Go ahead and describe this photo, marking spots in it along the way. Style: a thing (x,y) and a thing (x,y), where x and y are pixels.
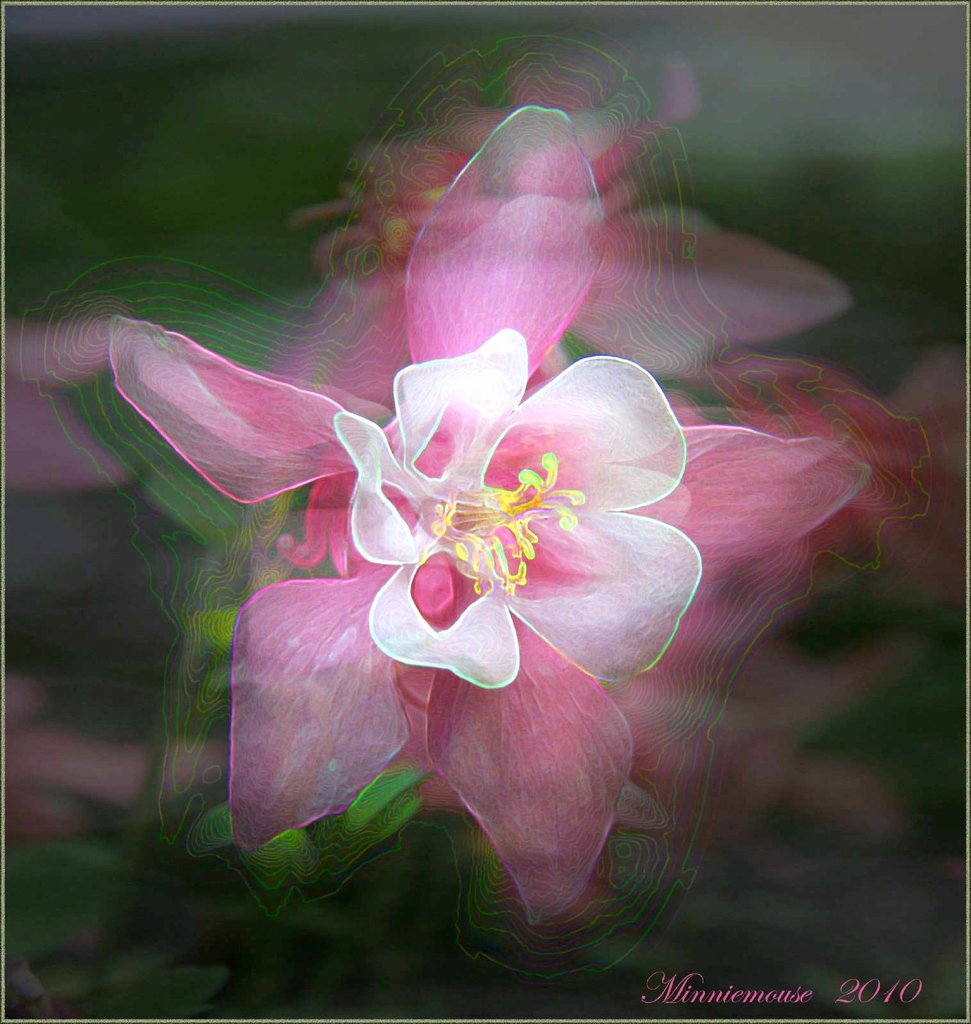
In this picture we can see a flower (362,643). In the background of the image (425,111) it is blurry. In the bottom right side of the image (736,984) we can see text (785,1001) and year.
